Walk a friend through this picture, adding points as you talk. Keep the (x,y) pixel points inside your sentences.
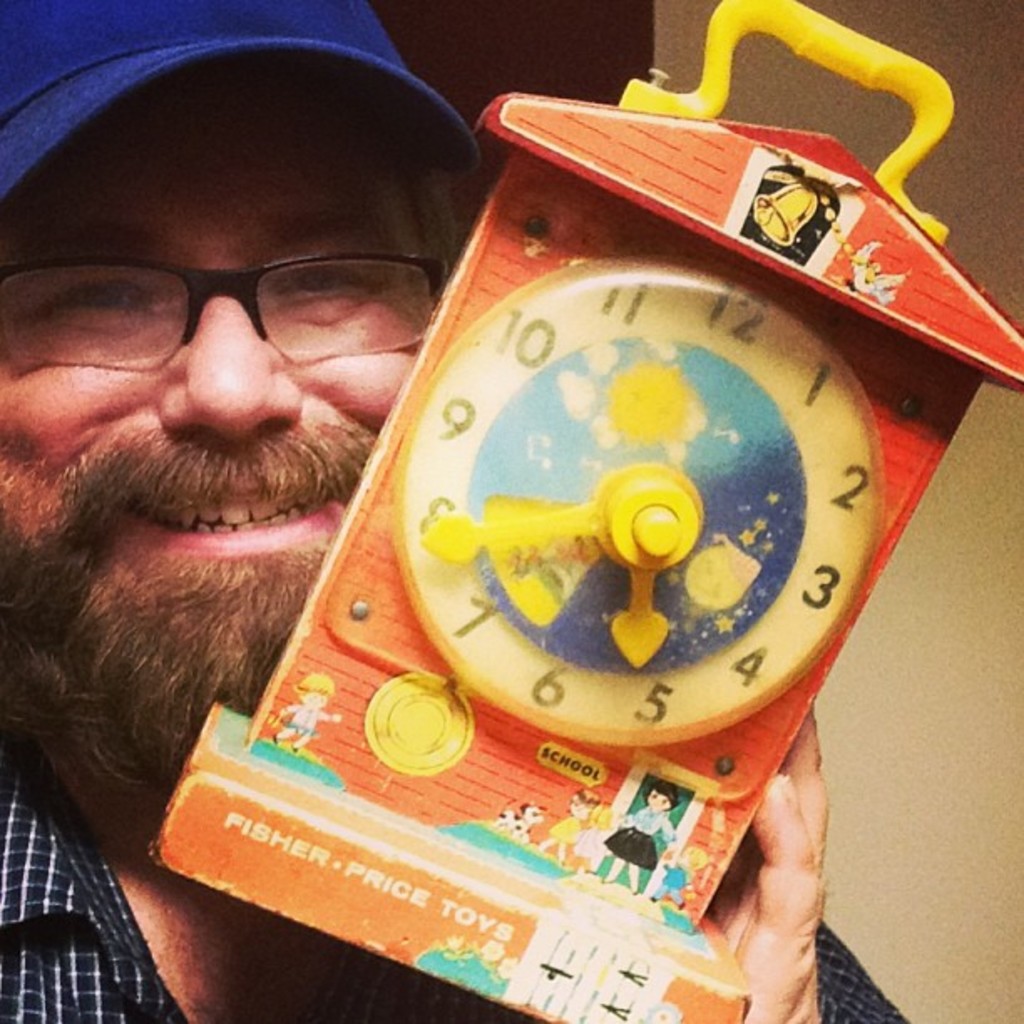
In this image I can see a man (161,800) is holding a toy clock (683,555), he is wearing a shirt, spectacles (285,315) and a cap (302,75).
